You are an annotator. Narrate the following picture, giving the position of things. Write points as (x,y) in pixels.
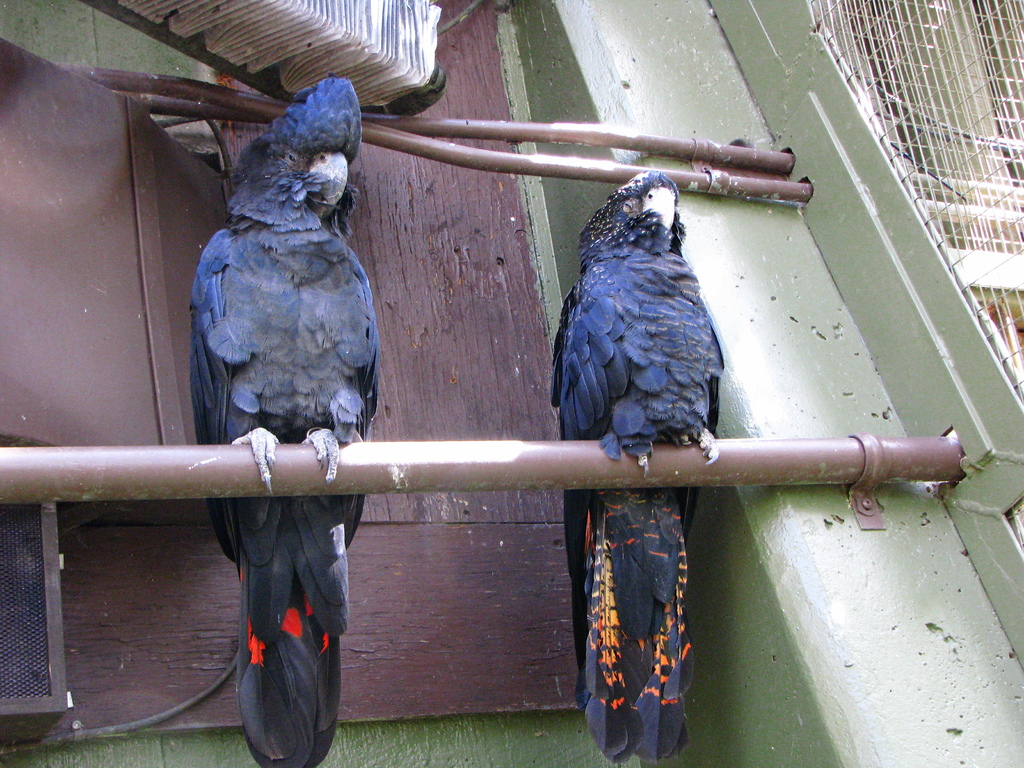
In this image we can see two birds (248,411) on the pipe (506,490). We can also see small pipes (569,134) and a wooden board (399,357) in the background (379,576). On the right (973,91) we can see the grill (978,226).
